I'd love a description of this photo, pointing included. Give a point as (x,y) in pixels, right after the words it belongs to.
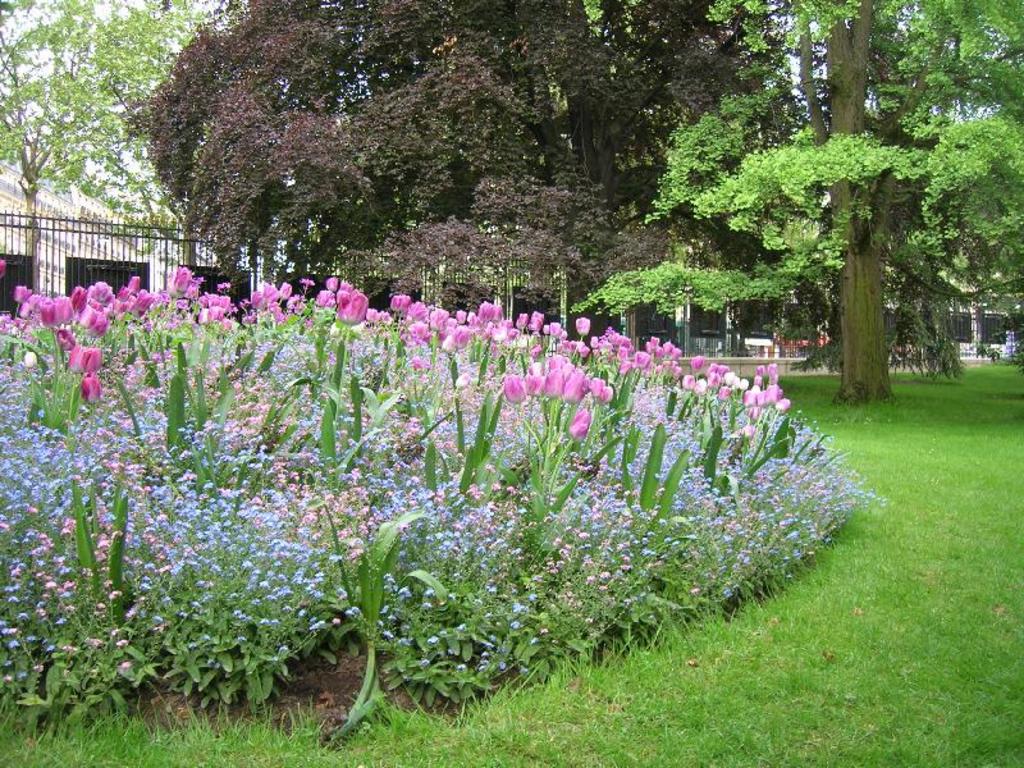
In this image there is the sky (104,19) towards the top of the image (110,8), there are trees (642,114) towards the top of the image (689,166), there is a fence (163,245), there is a building (163,245) towards the left of the image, there is grass (940,509) towards the right of the image (962,568), there are plants (207,487) towards the left of the image (147,465), there are flowers (449,427).
